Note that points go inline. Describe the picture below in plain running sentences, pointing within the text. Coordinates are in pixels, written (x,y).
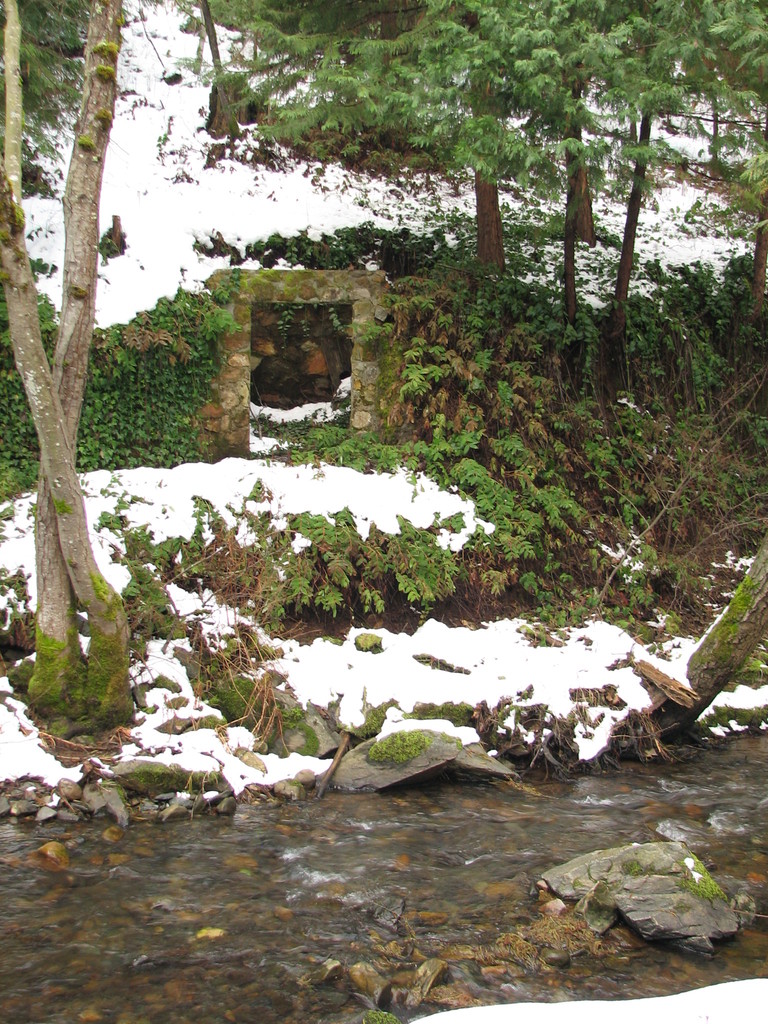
At the bottom of the image (518,878) there is water (462,896) with stones (418,934) in it. Behind the water (321,804) on the ground (306,636) there is snow (540,673) and also there are plants (178,567) and grass (225,667) on the ground (211,639). In the background (214,429) there is a small stone arch (368,344) and also to that arch (228,410) there are creepers (142,364). There are trees (239,74) and on the ground (203,179) there is snow (244,178).
